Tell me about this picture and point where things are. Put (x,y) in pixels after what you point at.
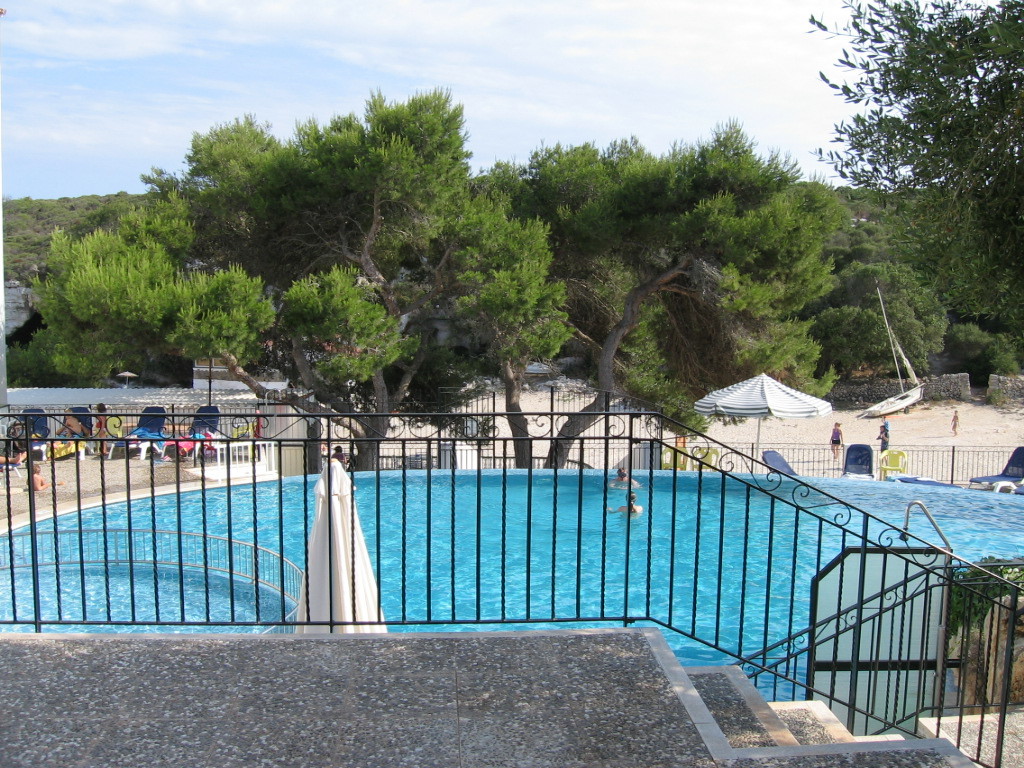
In this picture we can see steps (706,709), fence (850,721), trees (388,379), chairs (152,424), umbrella (737,392) and two persons (614,479) in water (610,574) and in the background (156,88) we can see the sky (564,61) with clouds (753,95).
